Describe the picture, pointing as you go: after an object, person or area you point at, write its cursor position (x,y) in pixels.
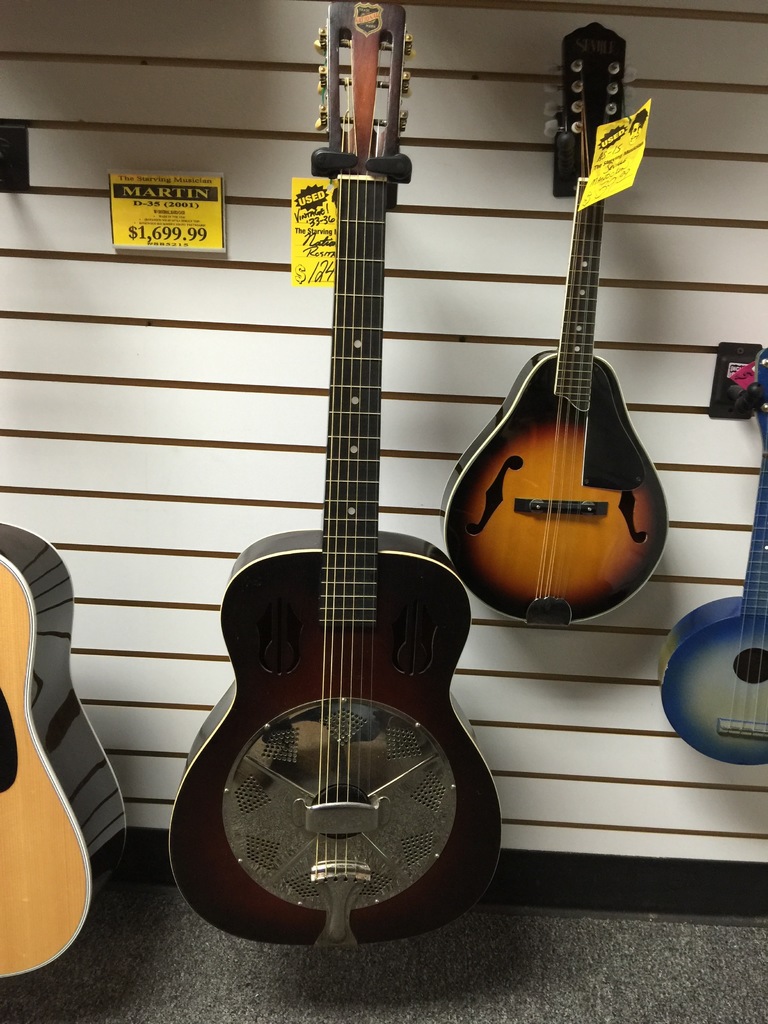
In the picture there are four different size of guitars (378,598) and behind them there is a wall (147,257) where some text (138,218) is written on it and the guitars (395,94) are tagged with a paper (605,184).
